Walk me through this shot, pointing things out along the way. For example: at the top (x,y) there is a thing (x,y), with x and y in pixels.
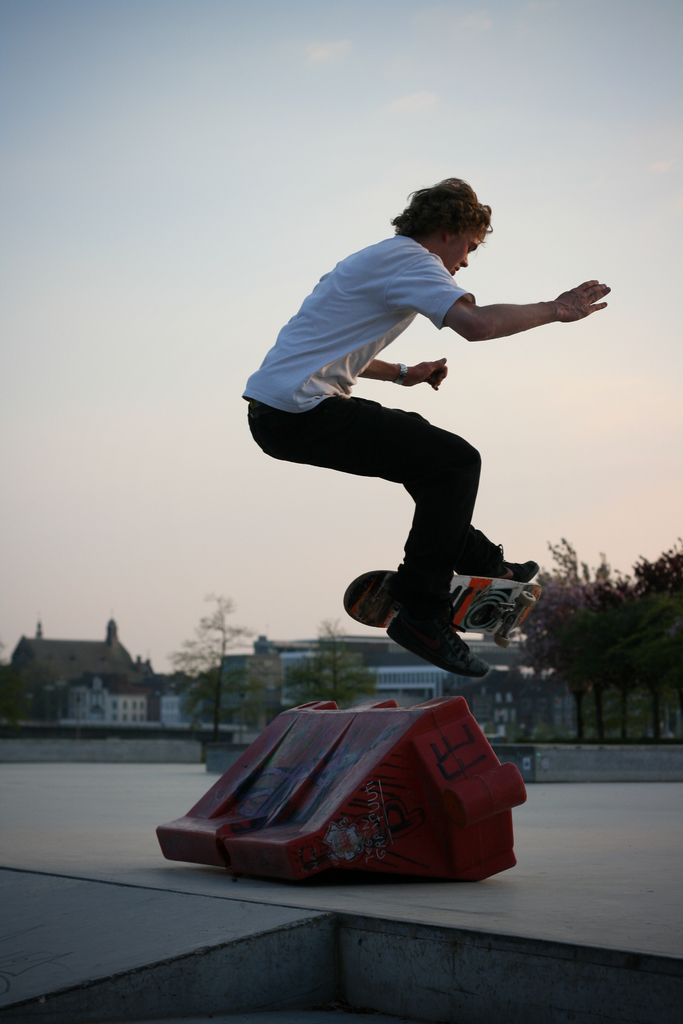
In this image I can see a person (349,305) wearing white t shirt (371,325), black pant (375,403) and black shoe (468,656) is jumping in the air and I can see a skateboard (368,594) below him. In the background (301,694) I can see a red colored object (316,712) on the ground (545,833), few buildings (148,679), few trees (337,631) and the sky (361,198).
